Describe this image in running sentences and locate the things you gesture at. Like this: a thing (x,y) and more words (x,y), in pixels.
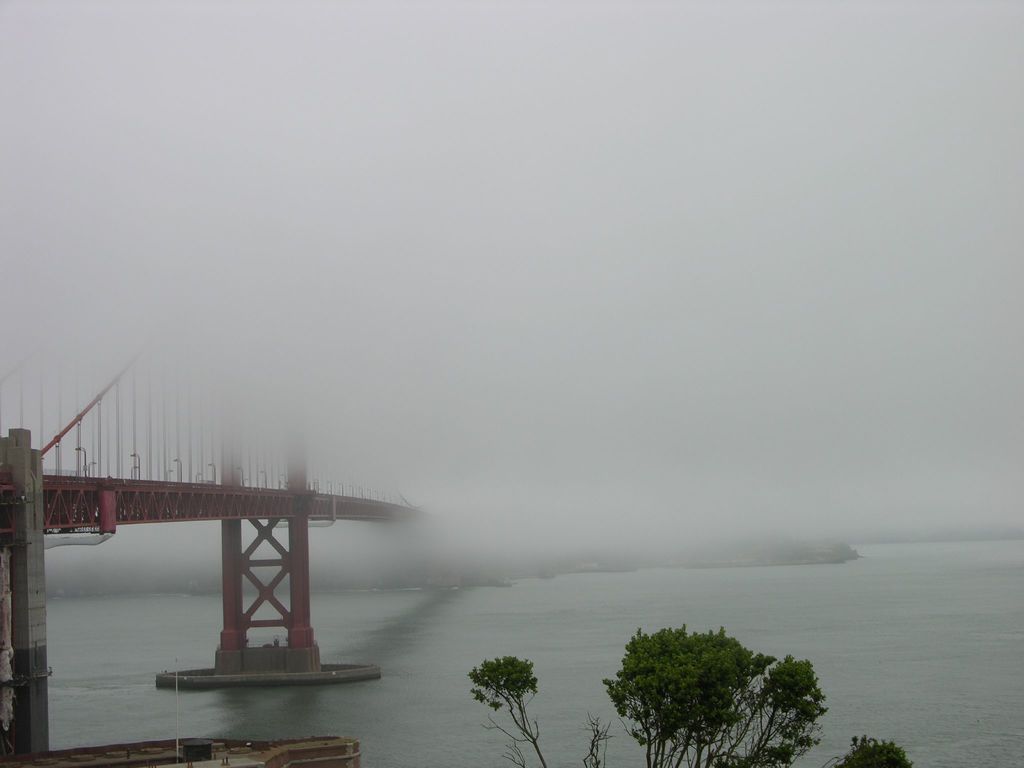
In this picture we can see the water (914,635). At the top (230,126) we can see the fog (826,339). On the left (118,419) there is a bridge (134,398). At the bottom (615,701) we can see the trees (892,767). In the bottom left corner (284,759) we can see the pole (176,744), fencing (273,753) and other objects (191,744).
